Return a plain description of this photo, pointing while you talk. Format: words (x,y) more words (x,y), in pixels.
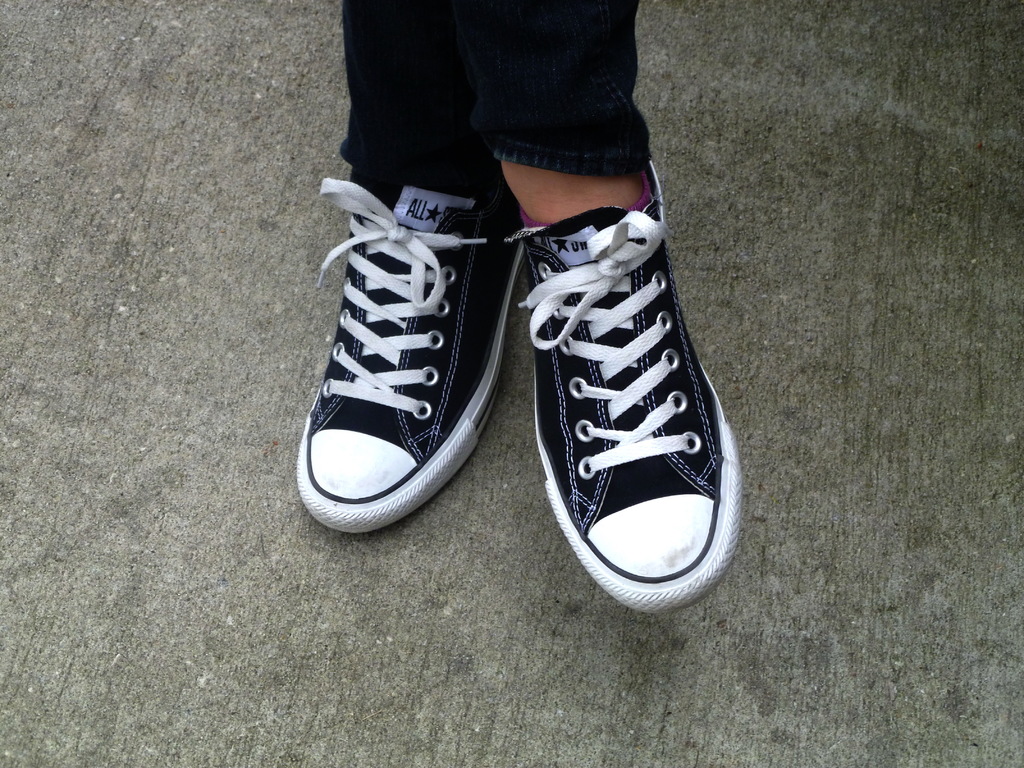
In this picture we can see a person's legs (519,148), we can see shoes (546,421) here.
